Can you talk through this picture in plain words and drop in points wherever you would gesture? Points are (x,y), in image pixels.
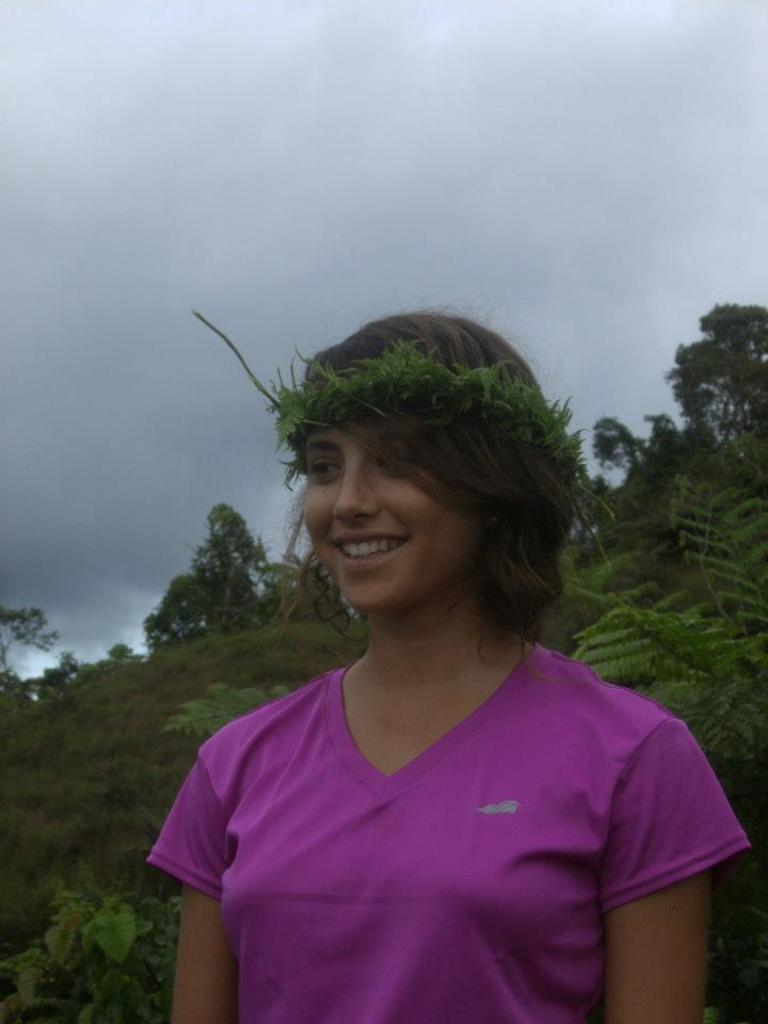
In the center of the image (342,559) there is a woman (326,951). In the background (92,303) we can see trees (655,650), sky (605,375) and clouds (79,256).
